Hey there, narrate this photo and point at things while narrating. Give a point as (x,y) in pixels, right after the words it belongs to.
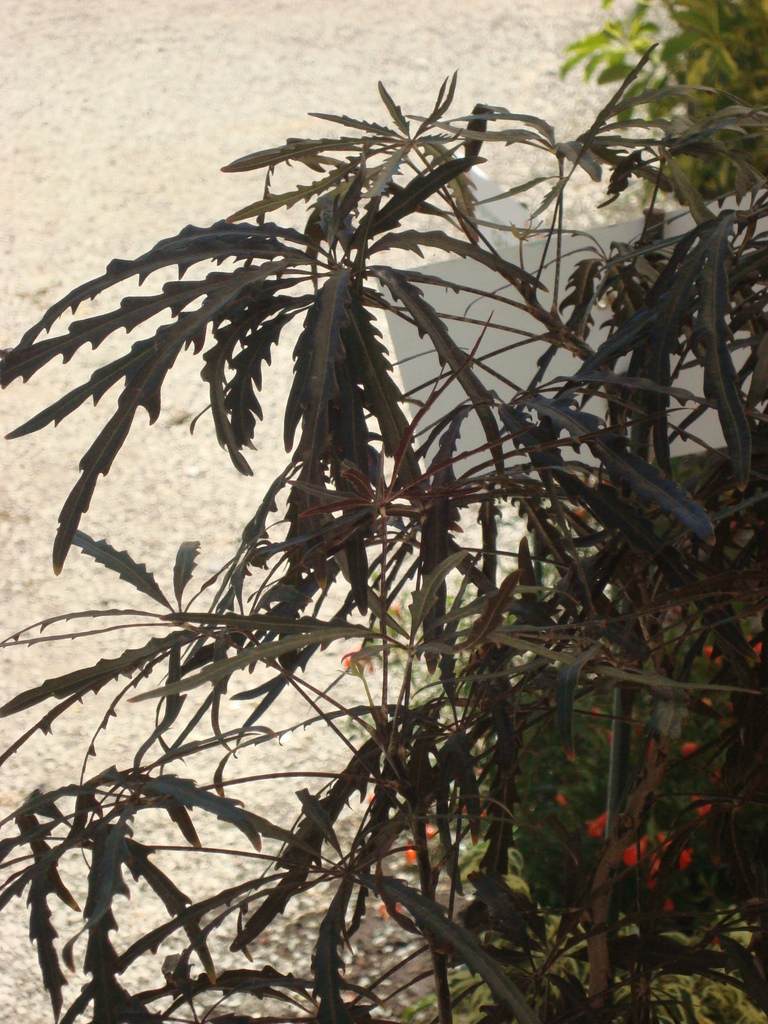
In this image, we can see some green color plants (409,515).
